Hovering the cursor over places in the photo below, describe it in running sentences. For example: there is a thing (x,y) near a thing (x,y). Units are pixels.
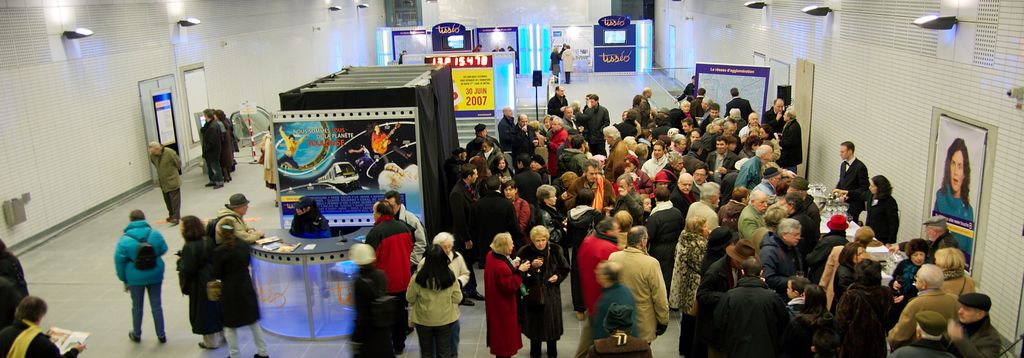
In this image, we can see a group of people (943,223) are standing on the floor (466,317). Few people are wearing hats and cap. Left side of the image (152,248), a person (127,236) is wearing a backpack (145,268) and walking. Here we can see stall (299,196), banners (376,154), black clothes (438,118), hoardings (459,72), boards (492,35), screen (451,40), wall (97,131), speakers (538,81) with rods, name board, poles (252,129).
